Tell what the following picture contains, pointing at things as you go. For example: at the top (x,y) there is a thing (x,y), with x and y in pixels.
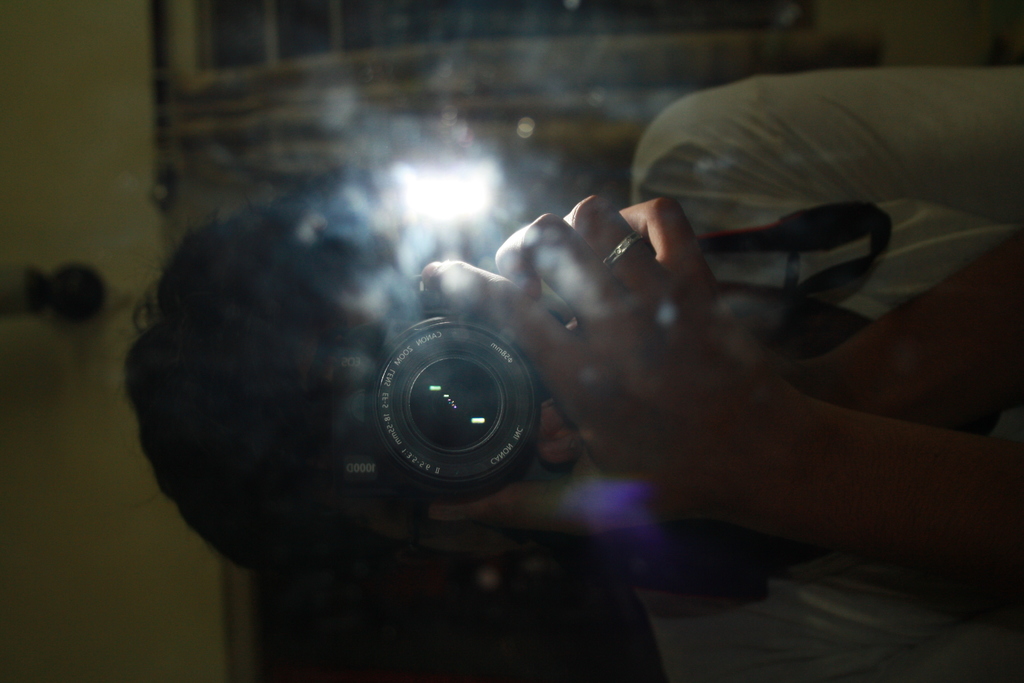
In this picture, we see the man (578,402) in the white T-shirt (809,183) is standing. He is holding the camera (378,382) in his hands (461,301). I think he is clicking the photos with the camera (480,337). Behind him, we see the curtain (324,97) and a door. On the left side (109,319), we see a white wall (103,413). This picture is blurred in the background (542,158).
